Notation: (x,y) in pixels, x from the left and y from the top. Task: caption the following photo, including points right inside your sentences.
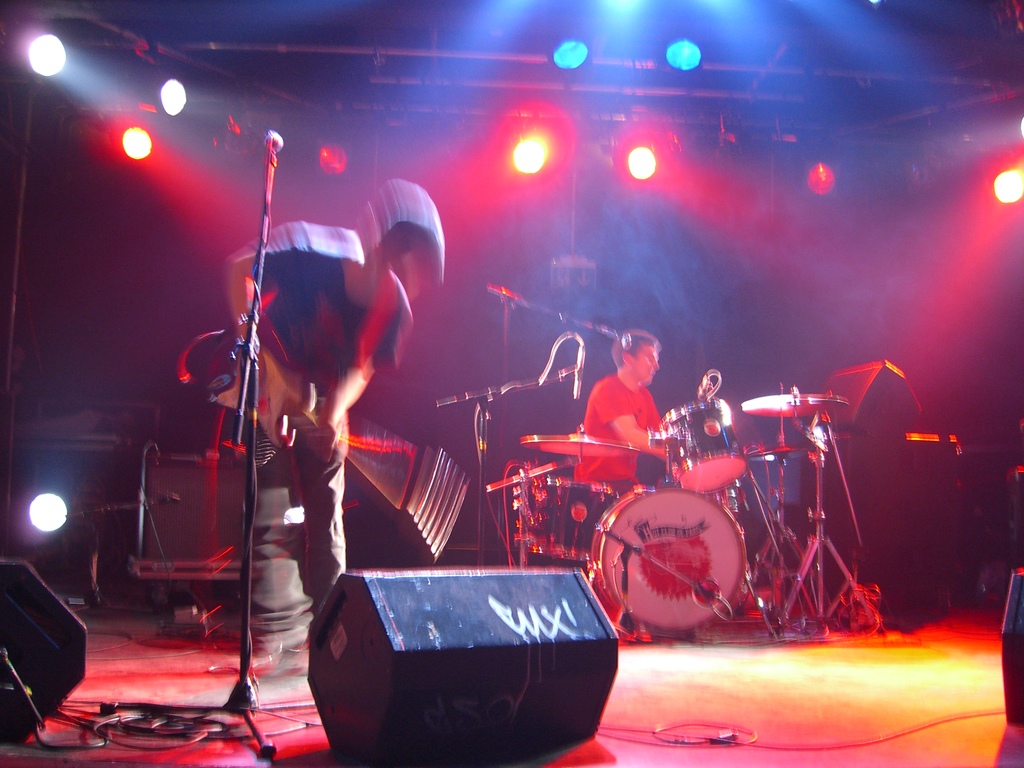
In this image there is one person (343,333) standing on the left side of this image (284,448) is holding a guitar (390,489) and there is one another person (647,464) is on the right side of this image (696,457) is playing drums (692,475). There is a stage (732,639) on the bottom of this image (725,627) and there are some objects (379,713) kept on the bottom of this image (496,684).
